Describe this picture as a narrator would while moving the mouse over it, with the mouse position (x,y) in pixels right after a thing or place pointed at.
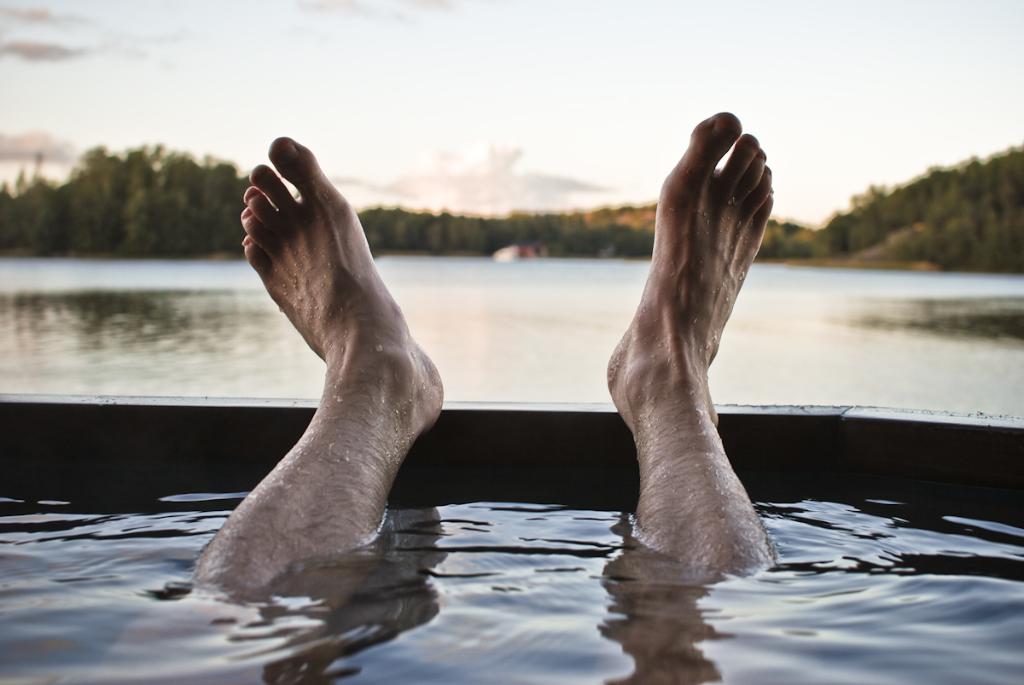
In this image I can see a person's legs (373,411) in the water (365,617). It seems to be a sea (271,345). In the background (558,223) there are some trees (900,214). At the top of the image (513,73) I can see the sky (279,86).
